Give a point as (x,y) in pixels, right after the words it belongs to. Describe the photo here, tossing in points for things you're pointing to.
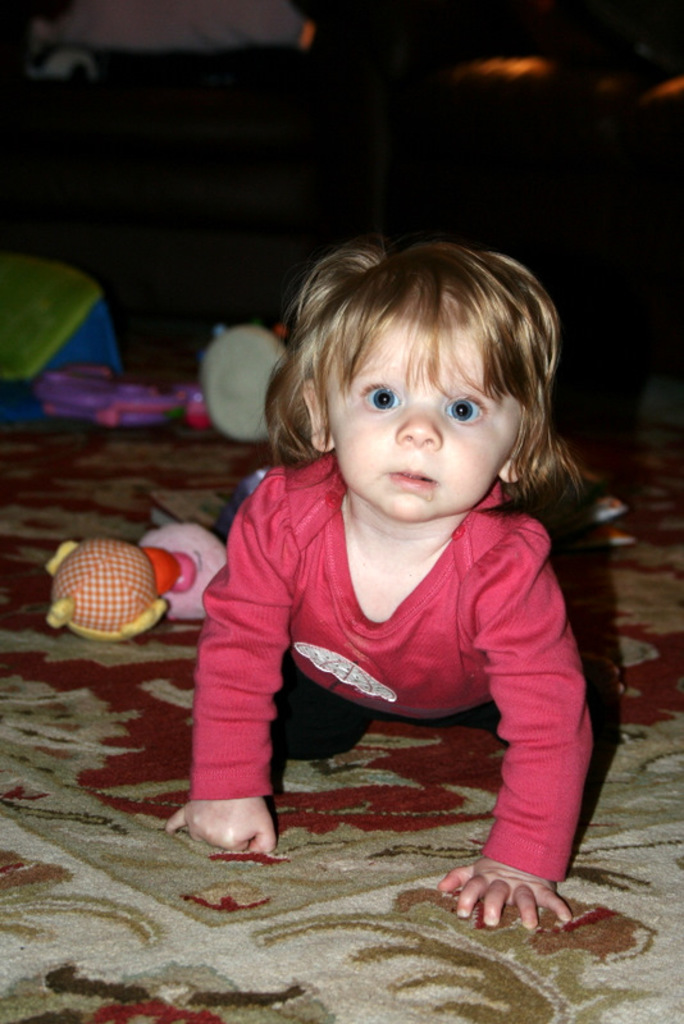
In this picture I can see a baby (332,604) and few toys (12,365) on the carpet (182,725) and I can see a dark background (173,115).
